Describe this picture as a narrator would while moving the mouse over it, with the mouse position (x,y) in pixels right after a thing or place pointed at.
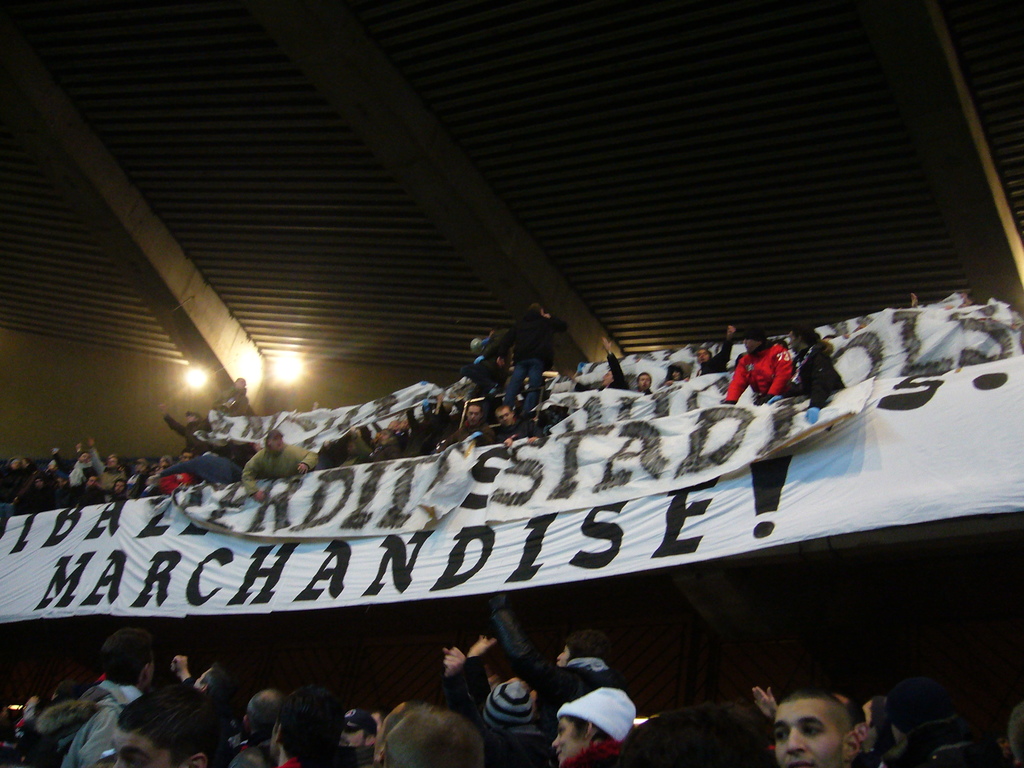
In the image there is a huge crowd (511,435) and some banners (618,567), there is a roof (413,211) above the crowd (440,425).
